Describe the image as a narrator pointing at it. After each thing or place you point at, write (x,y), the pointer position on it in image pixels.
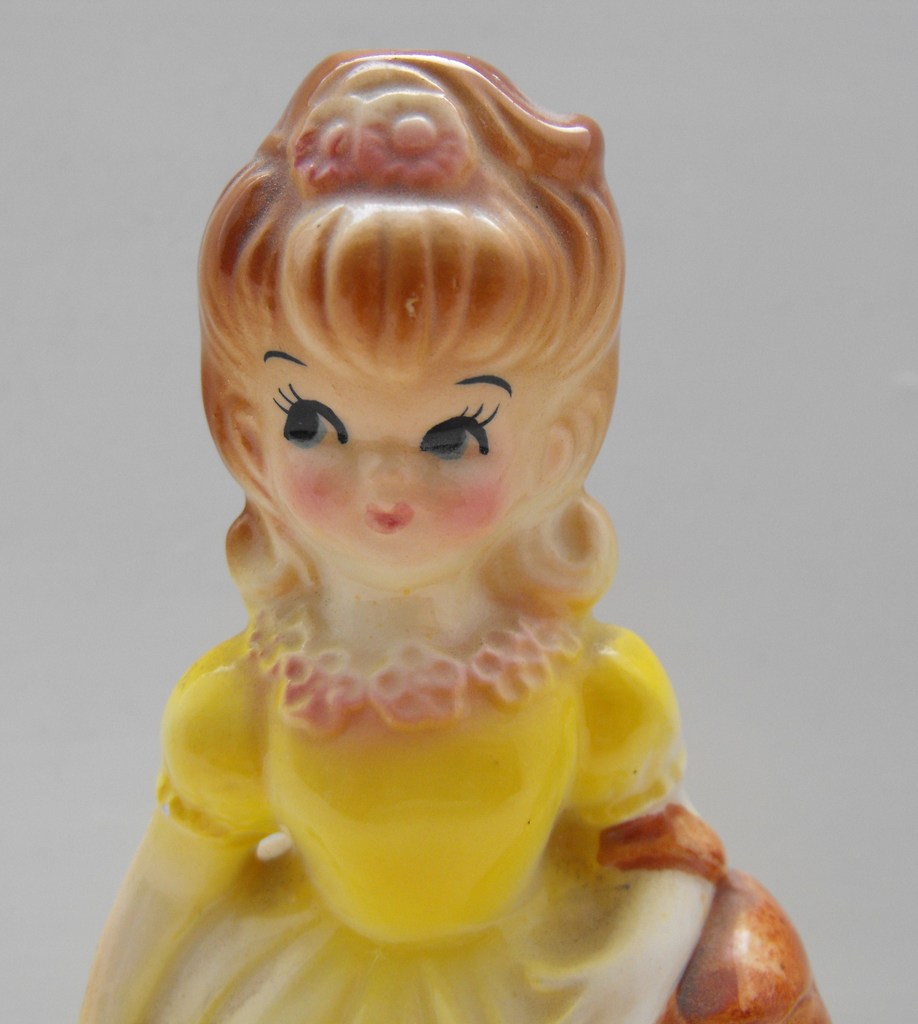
In this picture we can see a toy (435,683).
